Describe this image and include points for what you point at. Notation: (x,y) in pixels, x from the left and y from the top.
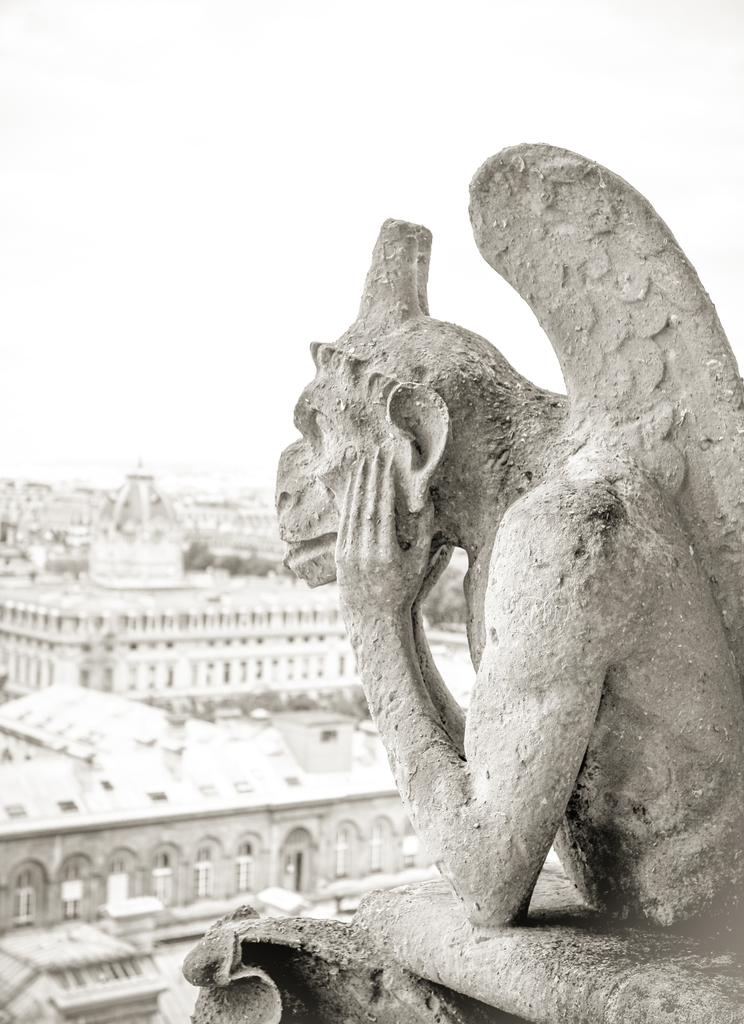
In this picture there is a statue (522,643) in the foreground (466,768). At the back (291,843) there are buildings (232,589) and trees (207,548). At the top (282,113) there is sky (372,126).
